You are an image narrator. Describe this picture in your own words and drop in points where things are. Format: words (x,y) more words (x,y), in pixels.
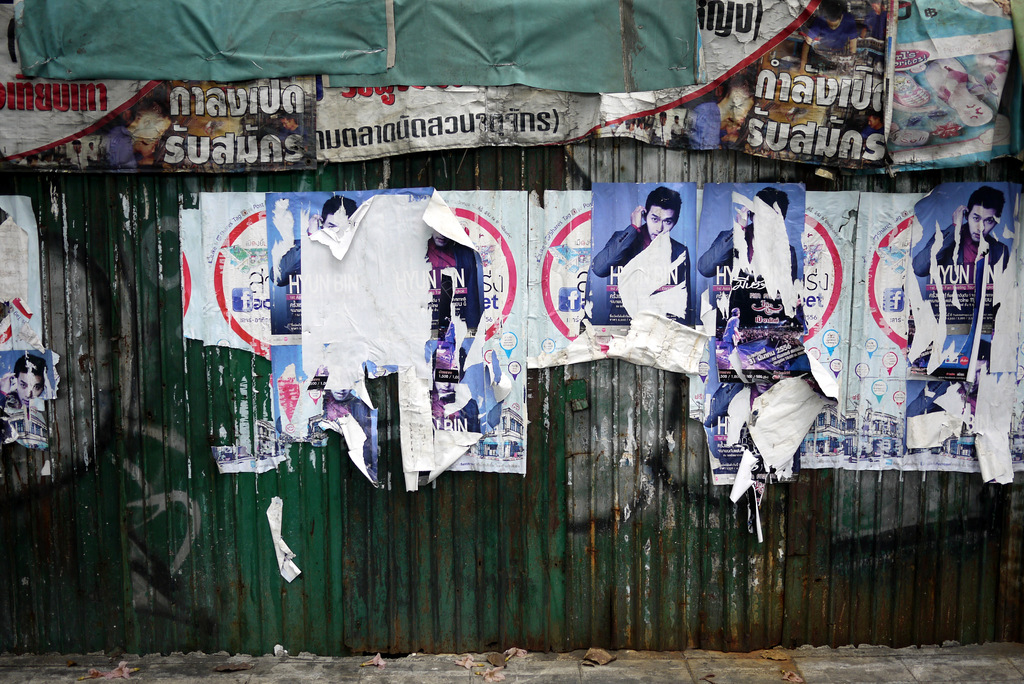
In this image we can see torn posters (479,231) and banners (483,118) are on the metal sheets (23,192). At the bottom (391,659) we can see the platform (464,671).
